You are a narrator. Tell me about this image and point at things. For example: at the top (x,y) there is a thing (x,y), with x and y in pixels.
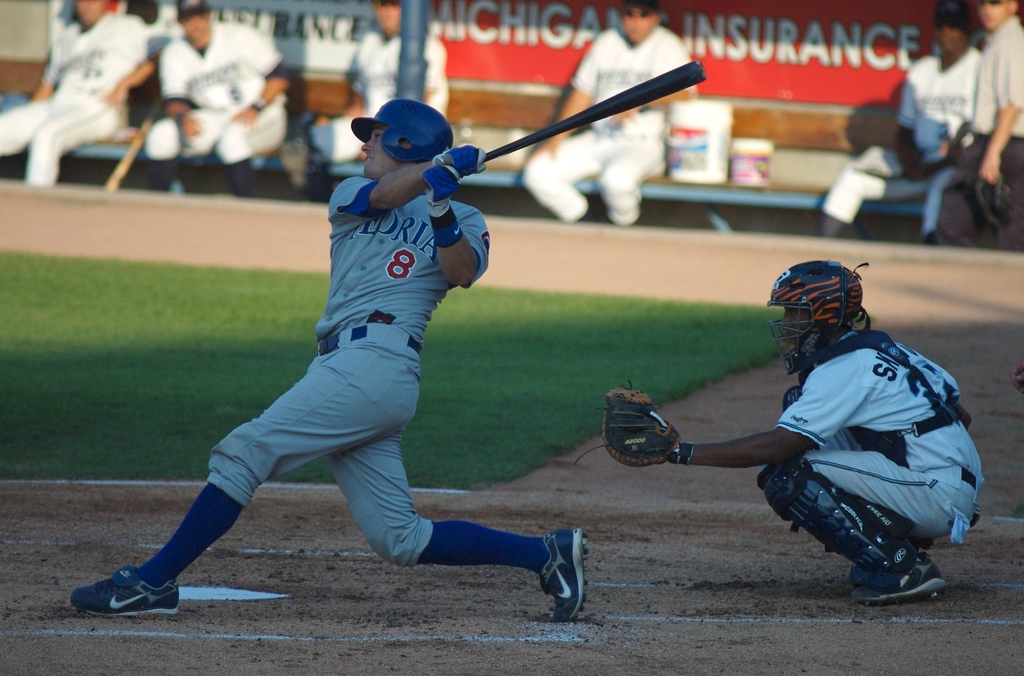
In this image I see men (811,276) and I see that this man (426,203) is holding a bat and both of them are wearing helmets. In the background (60,124) I see few men (944,11) who are sitting and I see the grass (424,368) over here.
